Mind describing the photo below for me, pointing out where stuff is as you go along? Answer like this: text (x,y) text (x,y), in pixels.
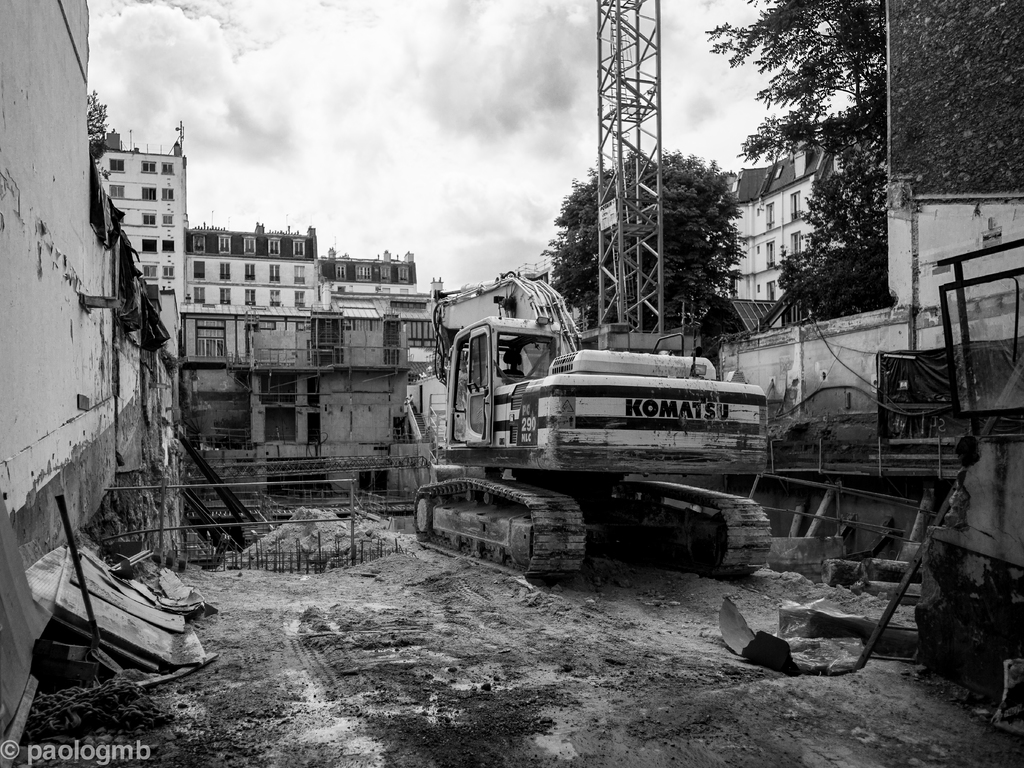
In this picture we can see a vehicle (463,549) on the ground (489,640) and in the background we can see buildings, trees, sky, in the bottom left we can see some text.
